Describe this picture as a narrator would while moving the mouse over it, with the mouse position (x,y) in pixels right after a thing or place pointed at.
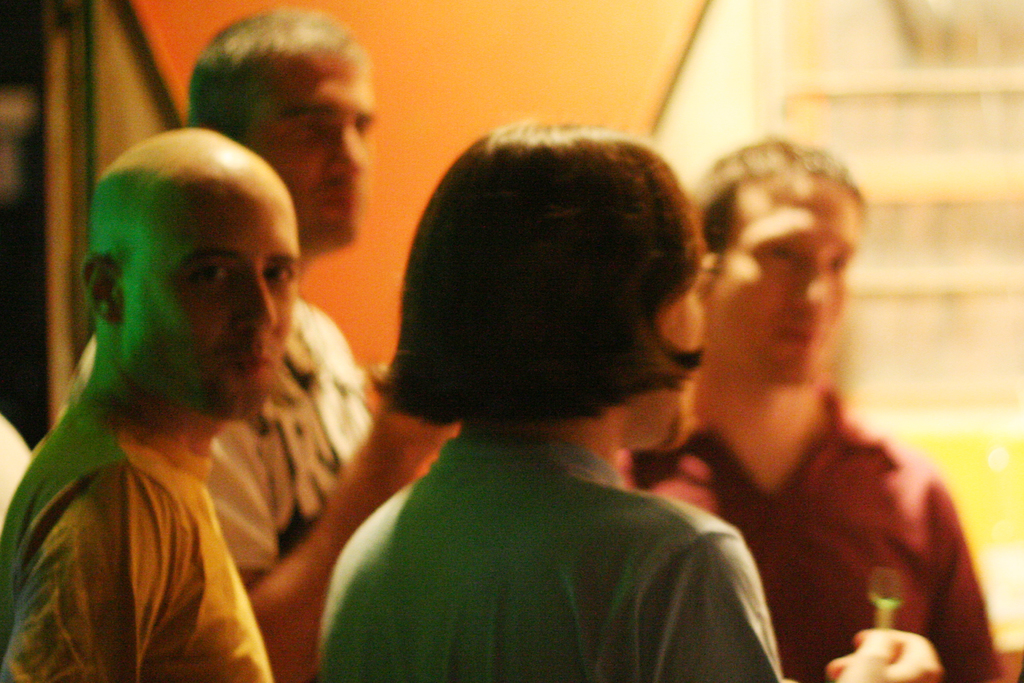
Here I can see four people (551,455). Three are men (762,268) and one is woman (507,370). This woman (525,334) and two men (359,125) are looking at the right side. The man (158,436) who is standing on the left side (93,475) is giving pose for the picture. The background (484,49) is blurred.
